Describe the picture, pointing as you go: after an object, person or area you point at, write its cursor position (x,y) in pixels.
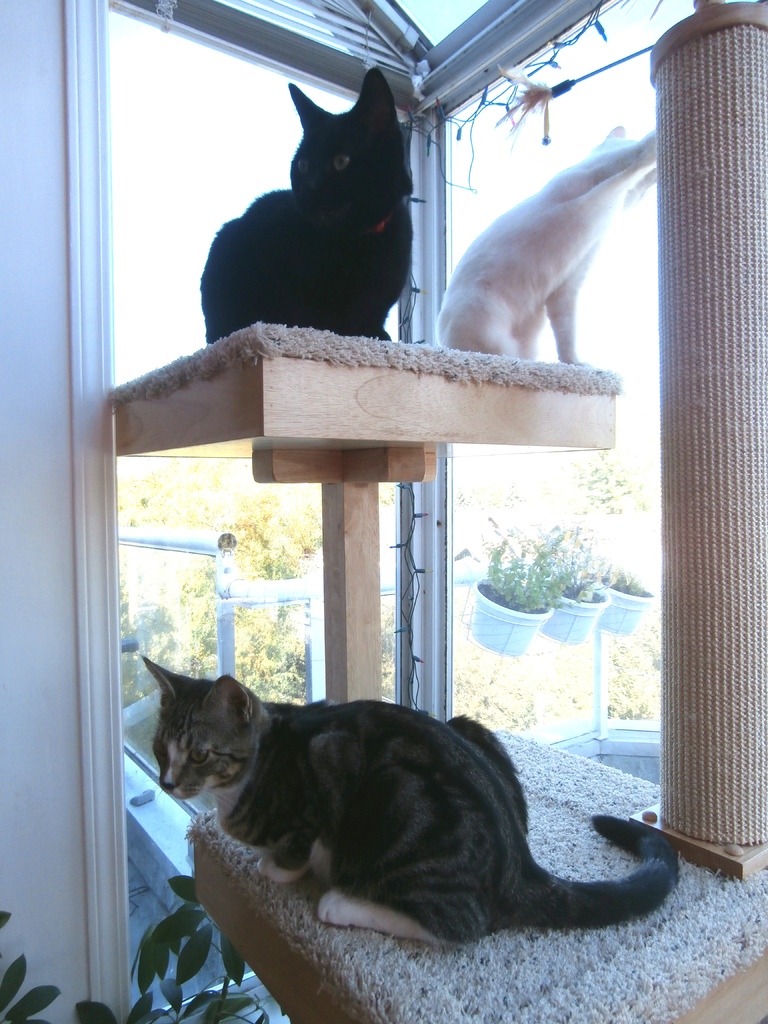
In this image I can see a wooden stand (366,401) on which there are few cats (270,740) sitting. On the right side (701,415) there is wooden trunk (717,677). at the back of it there is a glass (260,487) through which we can see the outside view (611,477). In the outside there are many plants (606,577) and railing (230,563). On the left side (24,623) there is a wall (3,703). At the bottom (41,989) few leaves (94,1009) are visible.
